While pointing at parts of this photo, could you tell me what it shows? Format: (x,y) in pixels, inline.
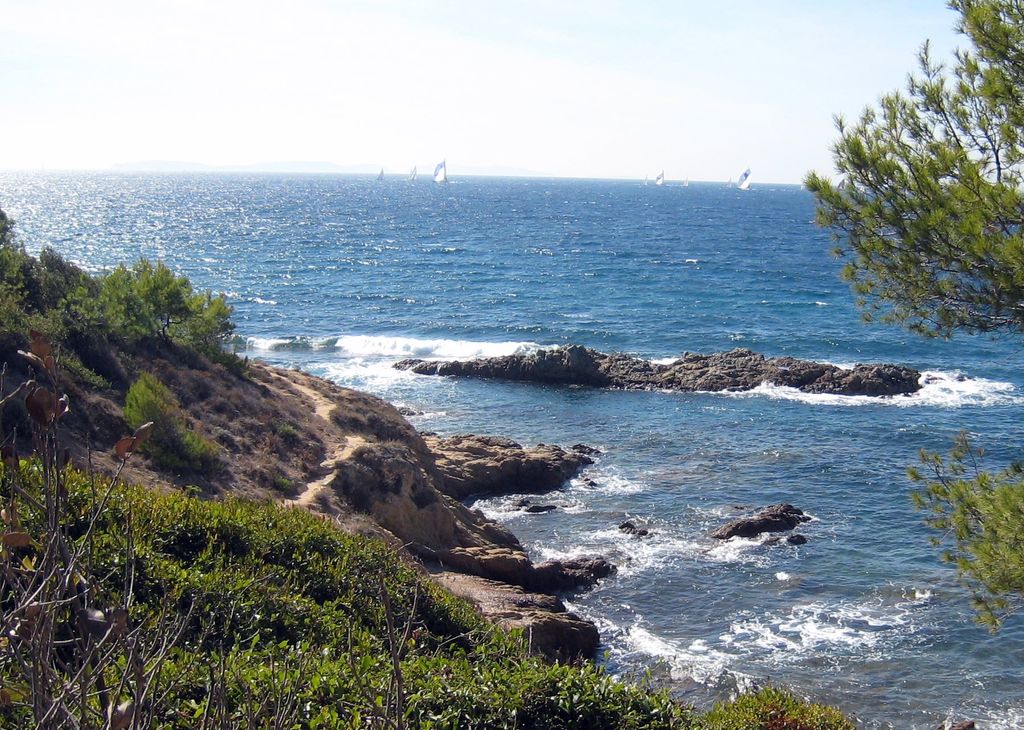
In this picture we can see some plants (161,610) on the left side (114,583), there is a tree (964,243) on the right side (978,232), we can see water (769,273) here, there is the sky (575,53) at the top of the picture (592,96).
